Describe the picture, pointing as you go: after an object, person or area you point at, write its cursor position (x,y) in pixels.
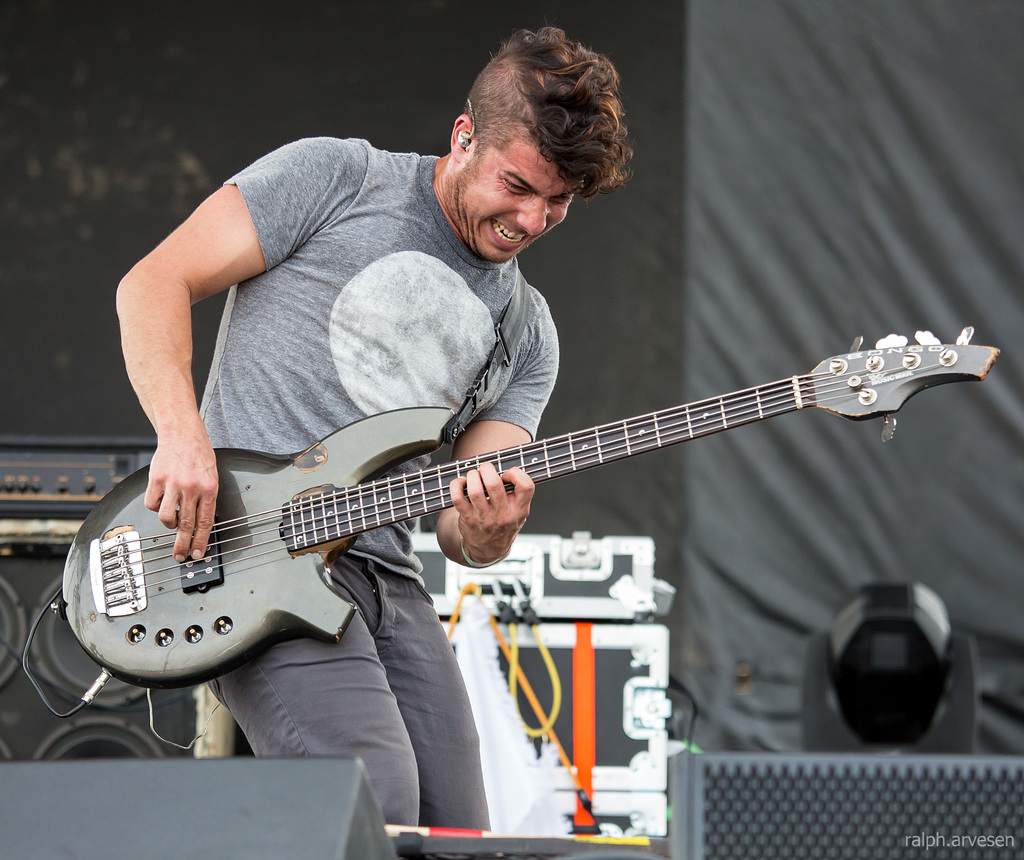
He is standing. He's playing a guitar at the same time he's holding a guitar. He is grimacing we can see his mouth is open. We can see in the background (526,580) there is a musical equipment (564,568) and curtain (748,512).
